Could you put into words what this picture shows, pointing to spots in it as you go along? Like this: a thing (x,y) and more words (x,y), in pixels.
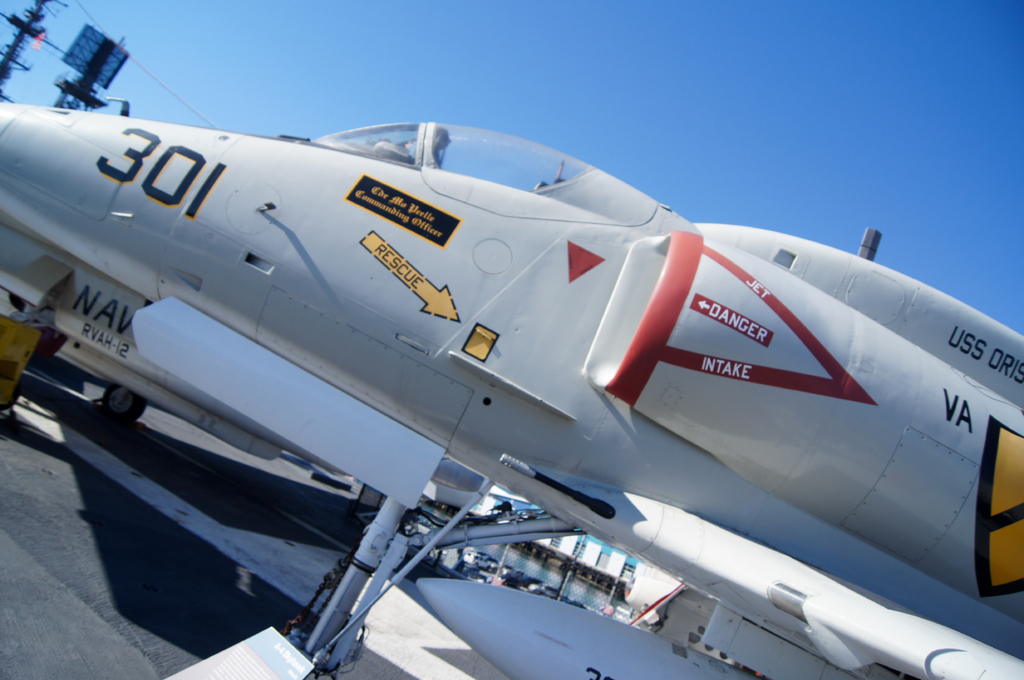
In the center of the image (601,300) there is a aircraft (483,338). At the top of the image (611,31) there is sky (578,108). At the bottom of the image (104,617) there is road (93,586).
